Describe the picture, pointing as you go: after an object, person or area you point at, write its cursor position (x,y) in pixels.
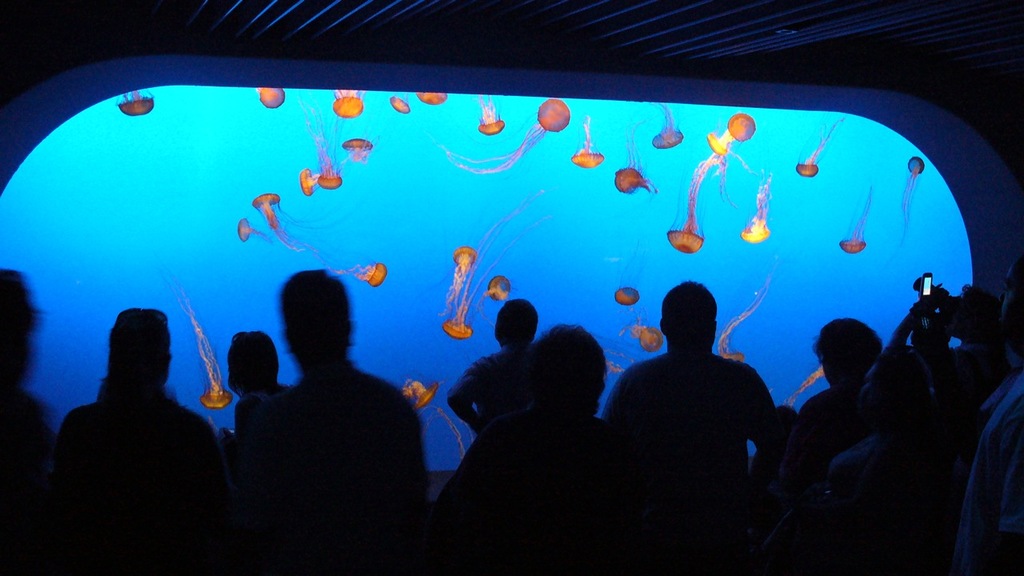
In the picture I can see people (498,400). In the background (461,429) I can see aquatic animals (466,250) in the water (435,215).
